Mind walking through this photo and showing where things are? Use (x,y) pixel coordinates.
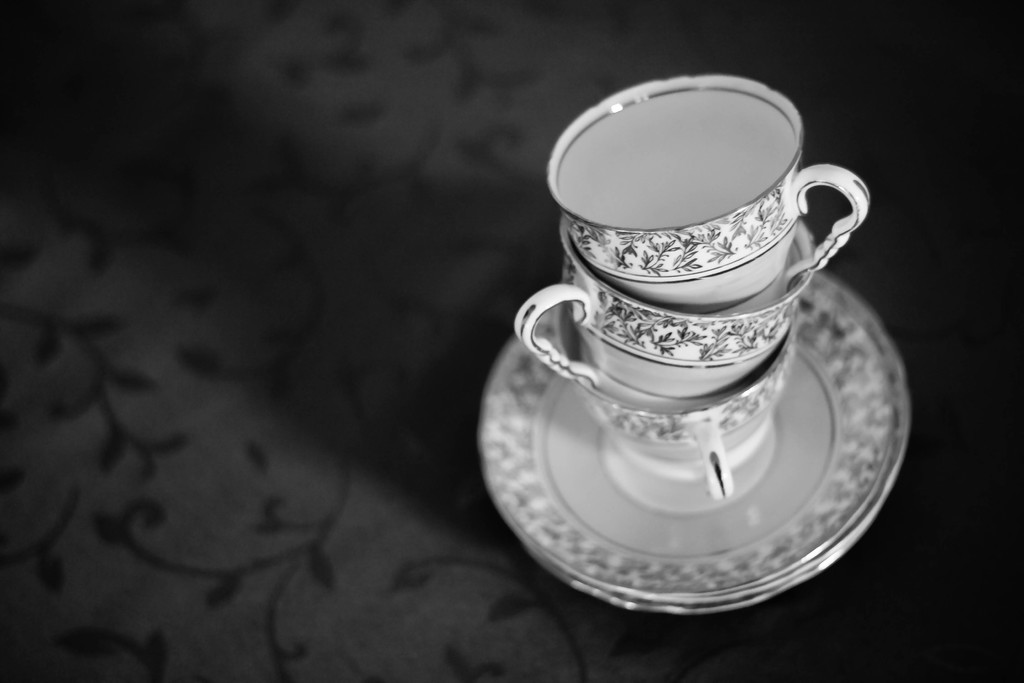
This is a black and white pic. We can see cups (604,342) on the plates (755,541) on a platform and on the platform (105,124) we can see a design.
